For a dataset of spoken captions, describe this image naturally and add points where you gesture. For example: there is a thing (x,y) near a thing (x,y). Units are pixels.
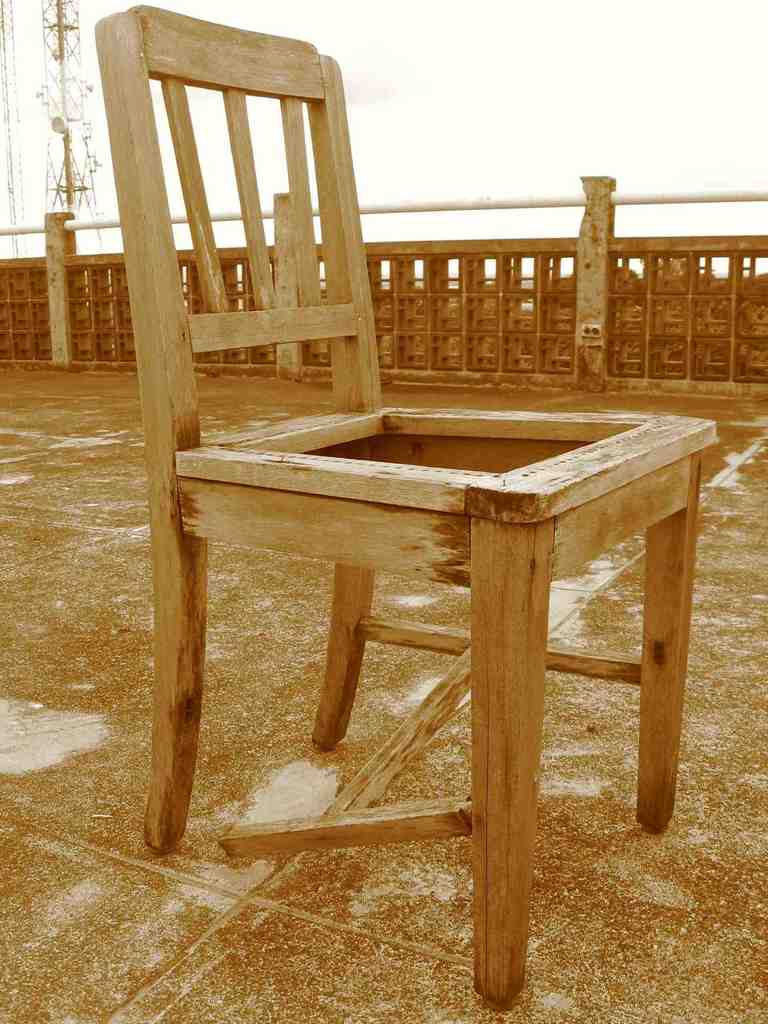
As we can see in the image there is a wooden chair (346,438), fence (432,312), water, current pole (68,185) and at the top (488,60) there is sky (419,52).
